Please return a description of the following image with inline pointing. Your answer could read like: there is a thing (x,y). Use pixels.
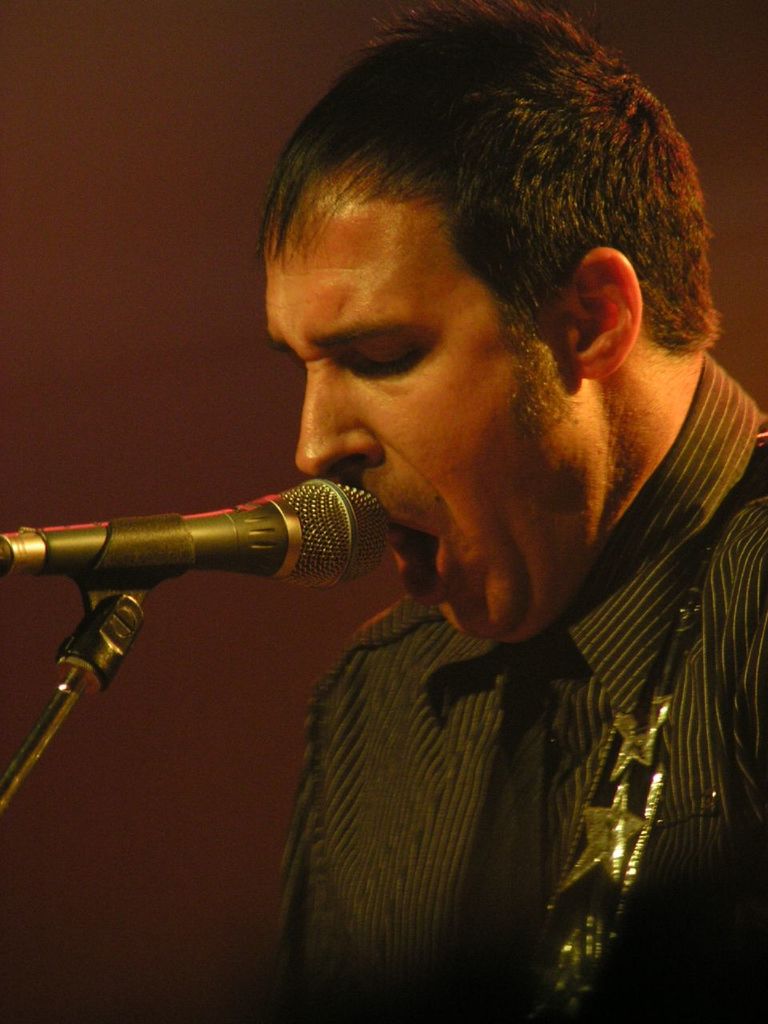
In this image we can see a person (561,545). In front of him there is a mic (241,539) with mic stand (130,534). In the background (196,142) it is dark.
